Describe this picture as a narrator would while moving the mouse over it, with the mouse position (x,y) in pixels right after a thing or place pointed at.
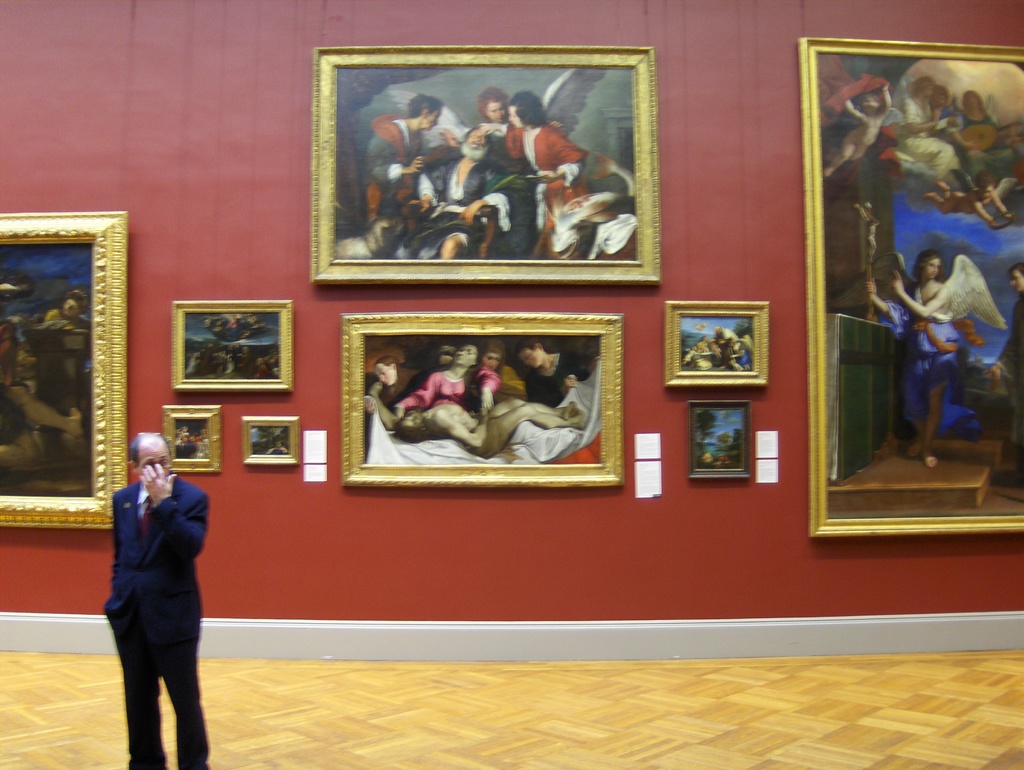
In this image there is a man (117,591) who is standing on the floor (166,696) by keeping his hand (157,481) on his face (152,472). Behind him there is a wall (144,132) on which there are frames (413,312). In the frames (509,352) we can see there are so many arts (863,273).
